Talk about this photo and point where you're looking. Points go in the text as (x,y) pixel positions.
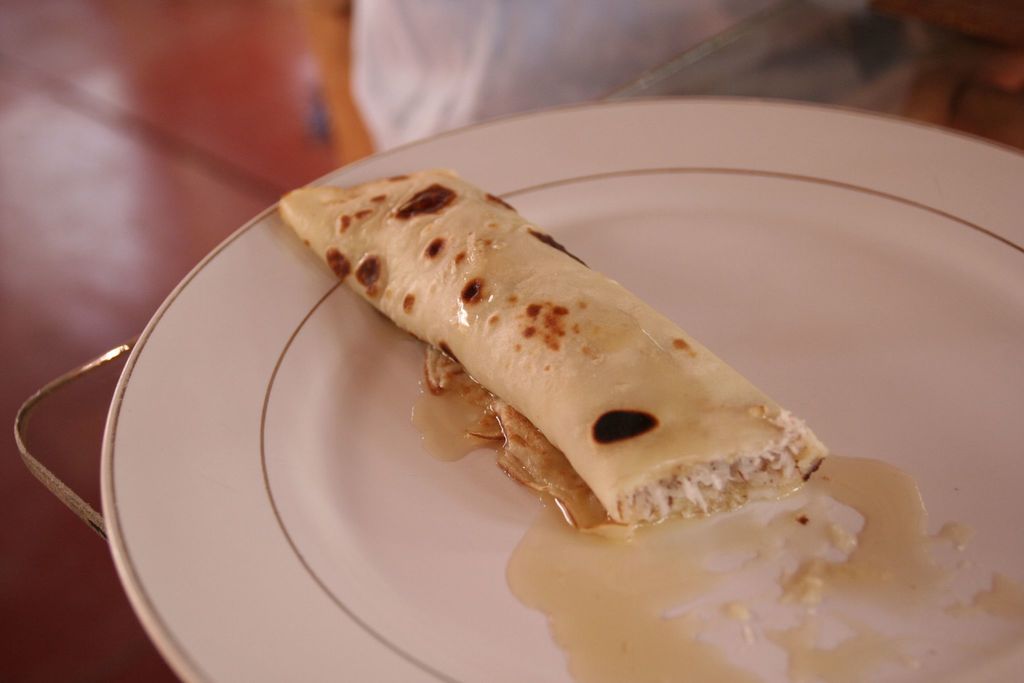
In this image, I can see a food item (694,407) in a plate (712,301), which is on a glass object (735,86). There is a blurred background (181,144).
